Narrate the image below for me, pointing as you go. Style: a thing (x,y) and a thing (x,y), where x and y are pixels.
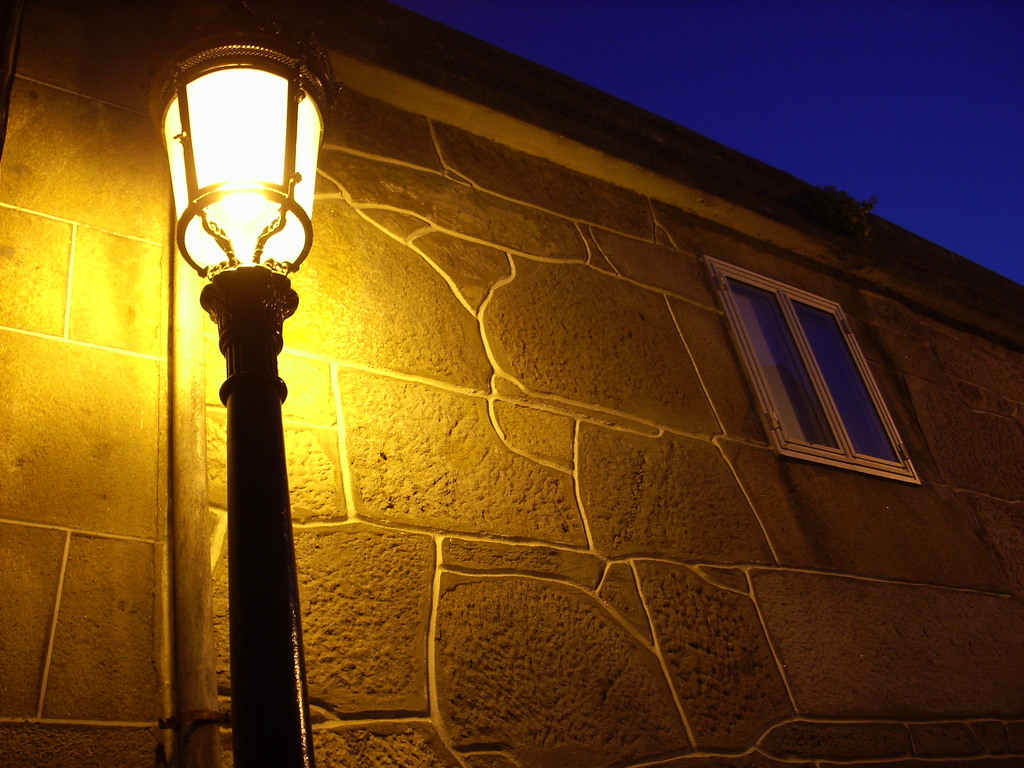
In this picture we can see a light (306,143) attached to the pole (280,760) and in the background (621,565) we can see a wall (896,575), window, sky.
